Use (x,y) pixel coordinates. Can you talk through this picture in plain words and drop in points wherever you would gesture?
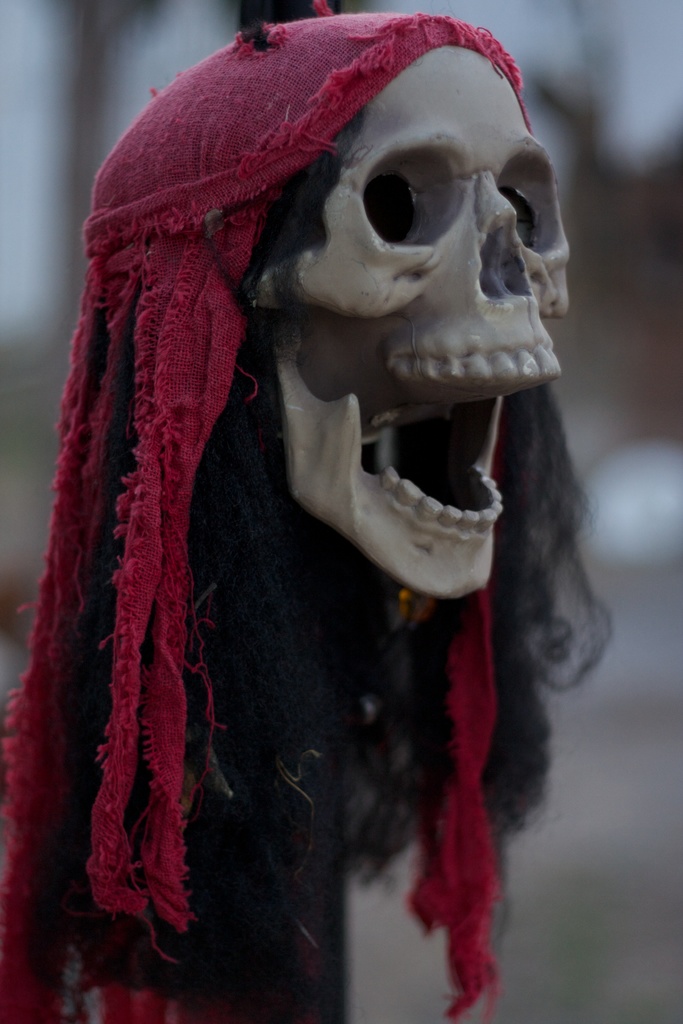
In this image there is a skull (314,475) having some hair (240,378) and cloth (242,192) on it. Background (34,21) is blurry.
